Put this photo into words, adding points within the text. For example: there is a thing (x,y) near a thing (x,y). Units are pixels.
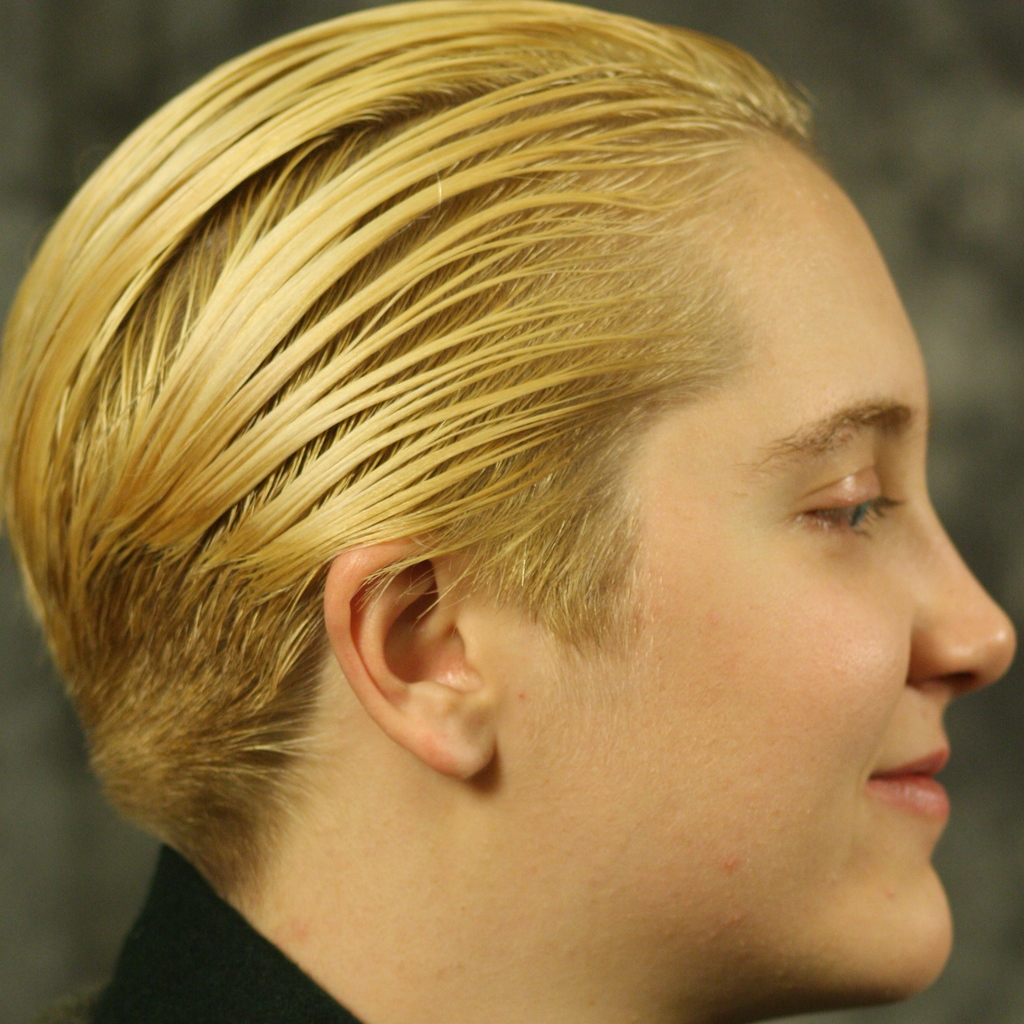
In this image we can see side view image of a person's face (894,354). In the background (985,100) the image is blur.
